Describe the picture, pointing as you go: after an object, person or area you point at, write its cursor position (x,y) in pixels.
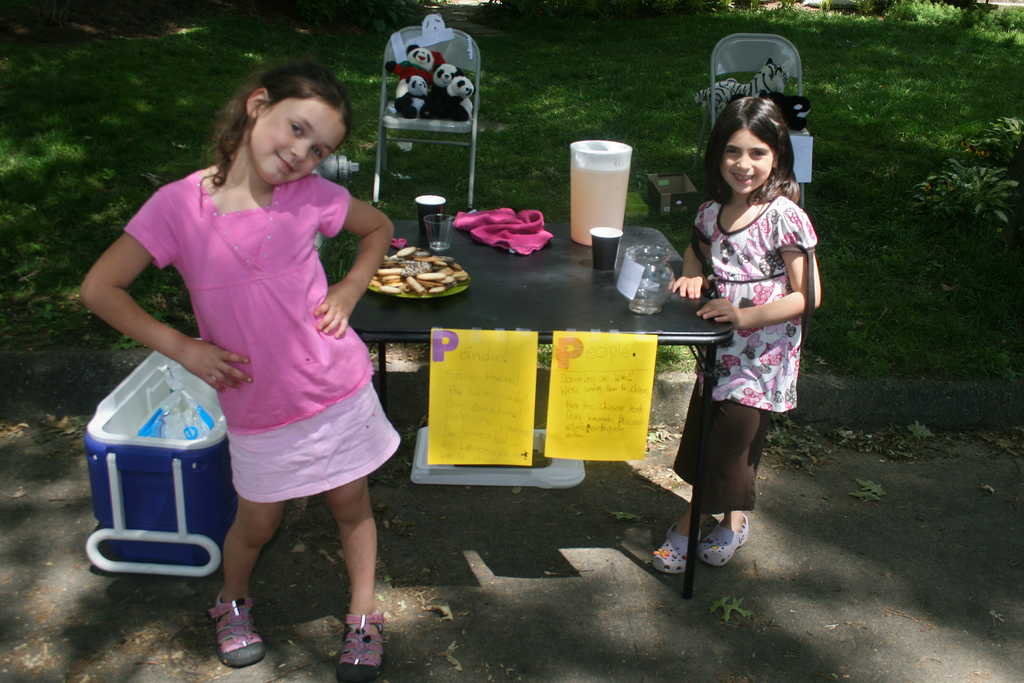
In this picture we can see 2 girls (139,324) who are looking at camera and here we have black table (497,249) on which we have jar (611,193) containing liquid (588,188), some cloth (517,225) and some food items (416,287). On top of table (629,315) there is a paper (599,440) on which some matter (527,390) is written and here we can see some tub (140,541). It looks like road (627,529), in the background (834,177) we can see grass (840,197) and we have 2 chairs (420,120), on the chairs (423,141) we have teddy bears (718,93).
